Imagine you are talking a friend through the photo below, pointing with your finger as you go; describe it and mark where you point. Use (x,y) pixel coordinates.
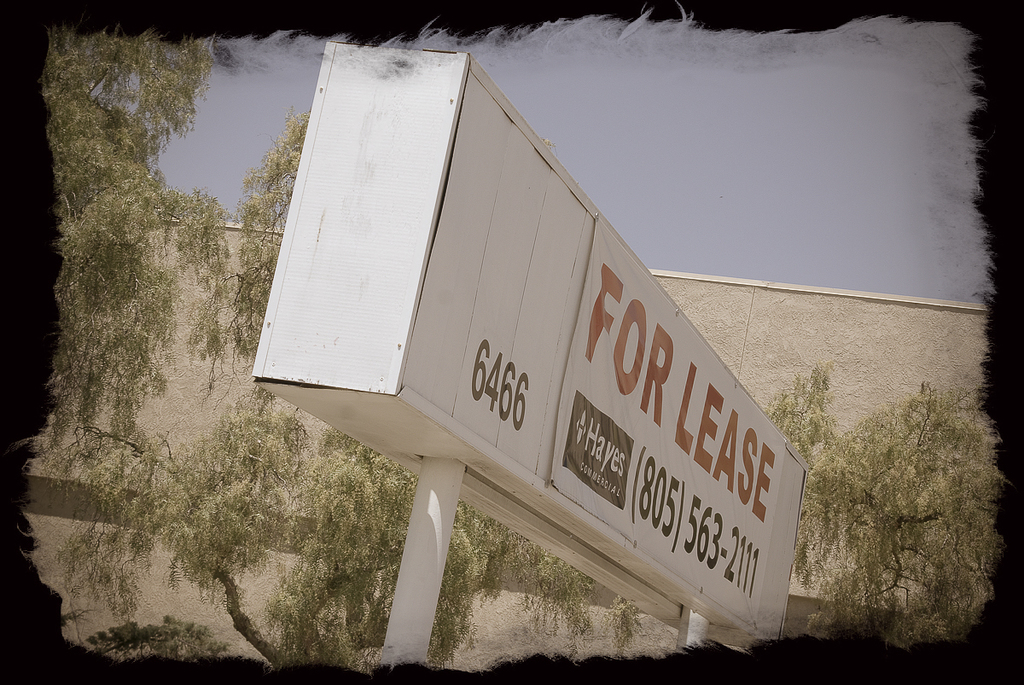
In this picture we can see advertisement board (480,220) which is made from steel (392,321). On that we can see banner (730,444). In the background (946,590) we can see many trees (842,446) near to the wall (871,365). At the top (827,130) there is a sky (725,99).
